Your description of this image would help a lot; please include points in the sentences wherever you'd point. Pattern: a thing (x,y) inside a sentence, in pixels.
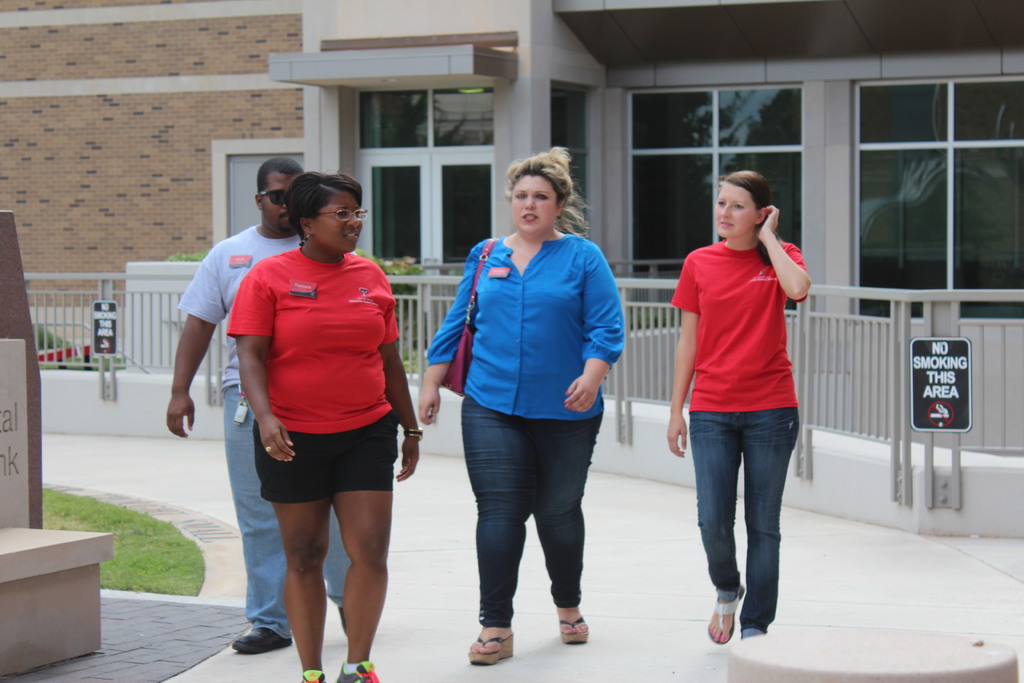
In this picture I can observe four members (275,290) walking in this path (397,528). Three of them are women (523,401) and one of them is a man (238,449). I can observe black color boards (927,378) fixed to the railing (155,326) behind them. There is some text (914,363) on these boards (914,363). In the background (376,131) there is a building (402,99).
